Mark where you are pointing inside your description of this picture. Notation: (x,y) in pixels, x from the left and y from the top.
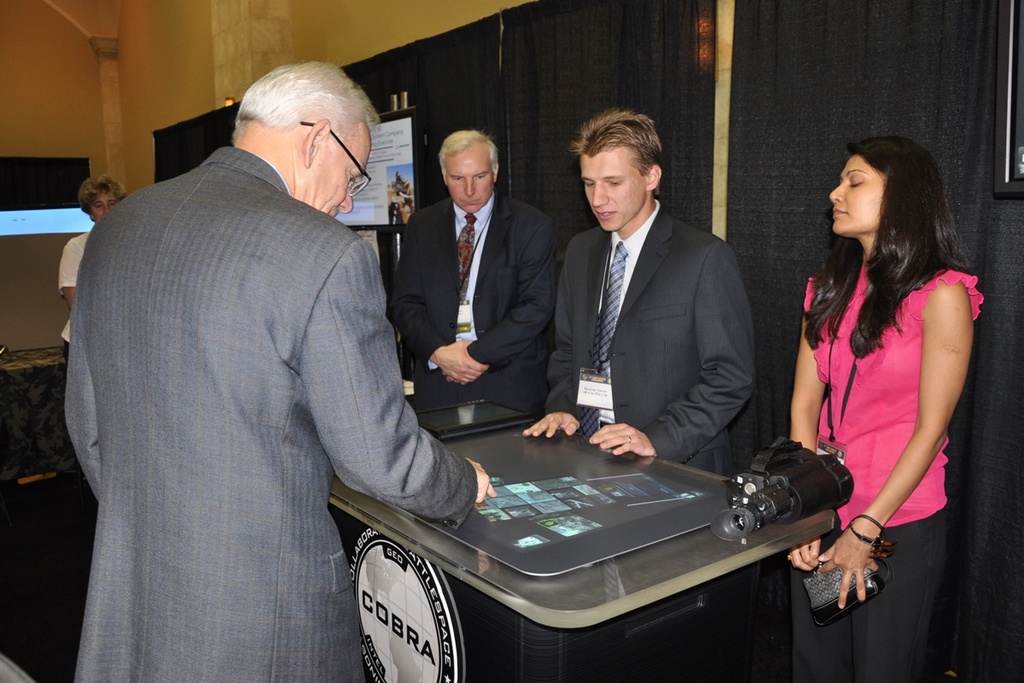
In this picture I can see five persons (943,251) standing, there is a camera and some other objects (468,410) on the table (733,589), and in the background (691,89) there are curtains (174,150) and televisions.
